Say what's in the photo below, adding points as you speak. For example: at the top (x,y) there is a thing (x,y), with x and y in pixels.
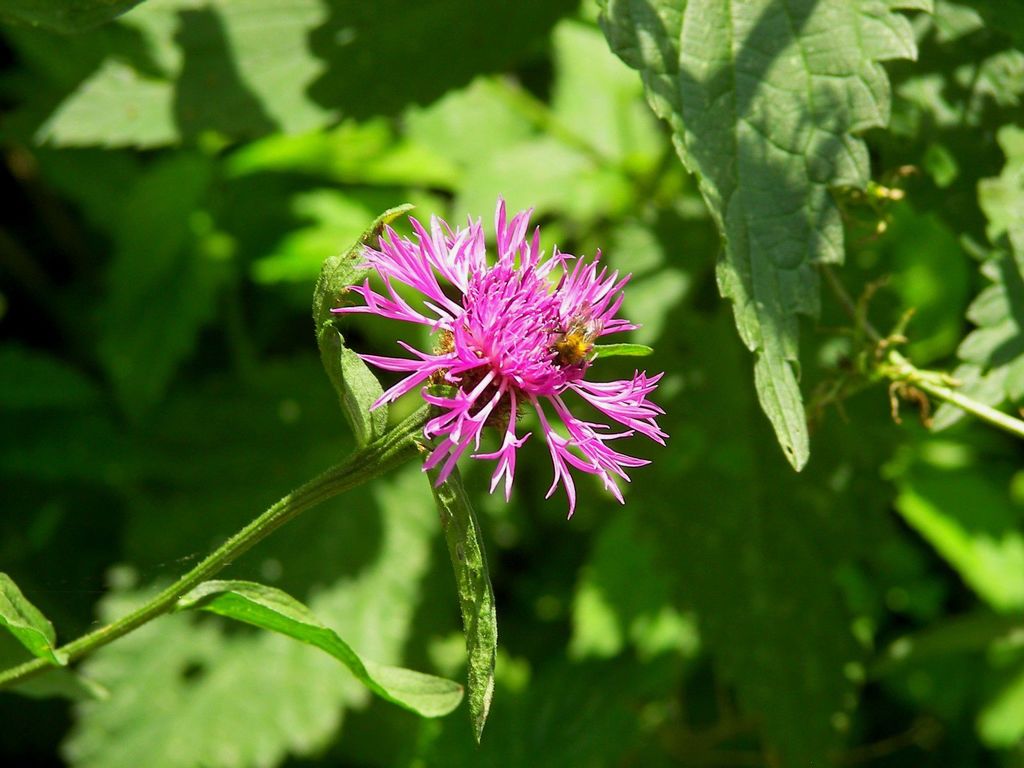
In the image we can see a flower (517,300), pink in color. These are the leaves (662,193).
